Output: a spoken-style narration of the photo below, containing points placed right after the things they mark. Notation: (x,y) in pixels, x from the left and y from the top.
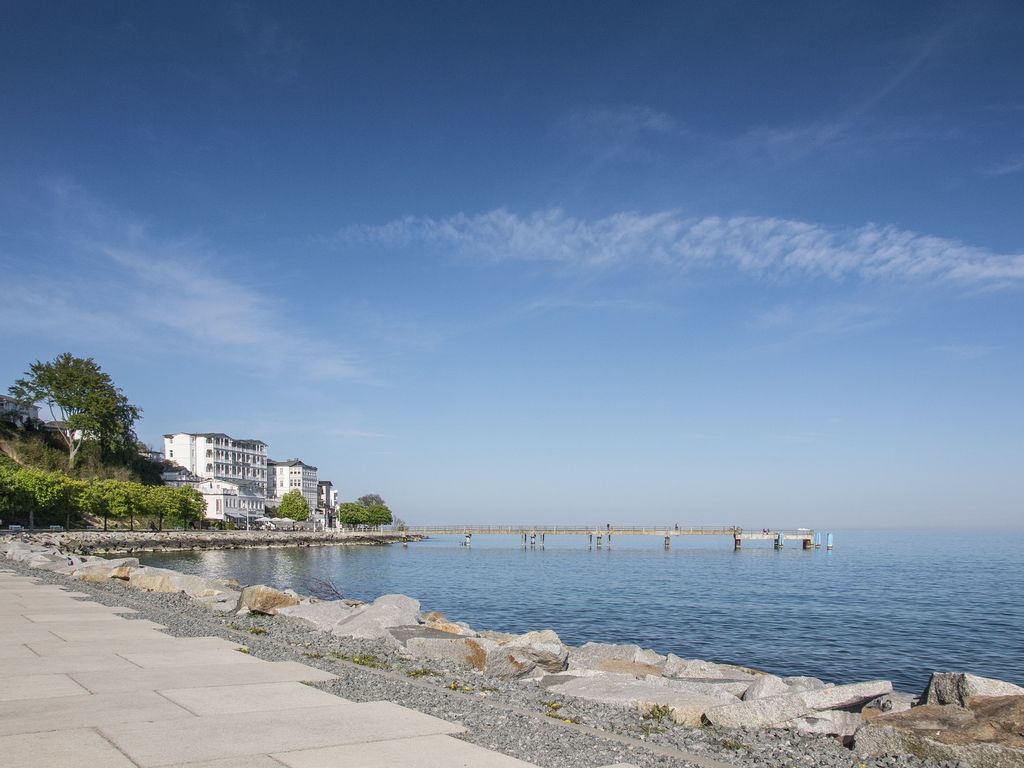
In this image we can see a walkway bridge (799,543), sea (560,597), rocks (269,604), buildings (196,467), trees (123,459), hills (118,479) and sky (303,364) with clouds (112,314).
